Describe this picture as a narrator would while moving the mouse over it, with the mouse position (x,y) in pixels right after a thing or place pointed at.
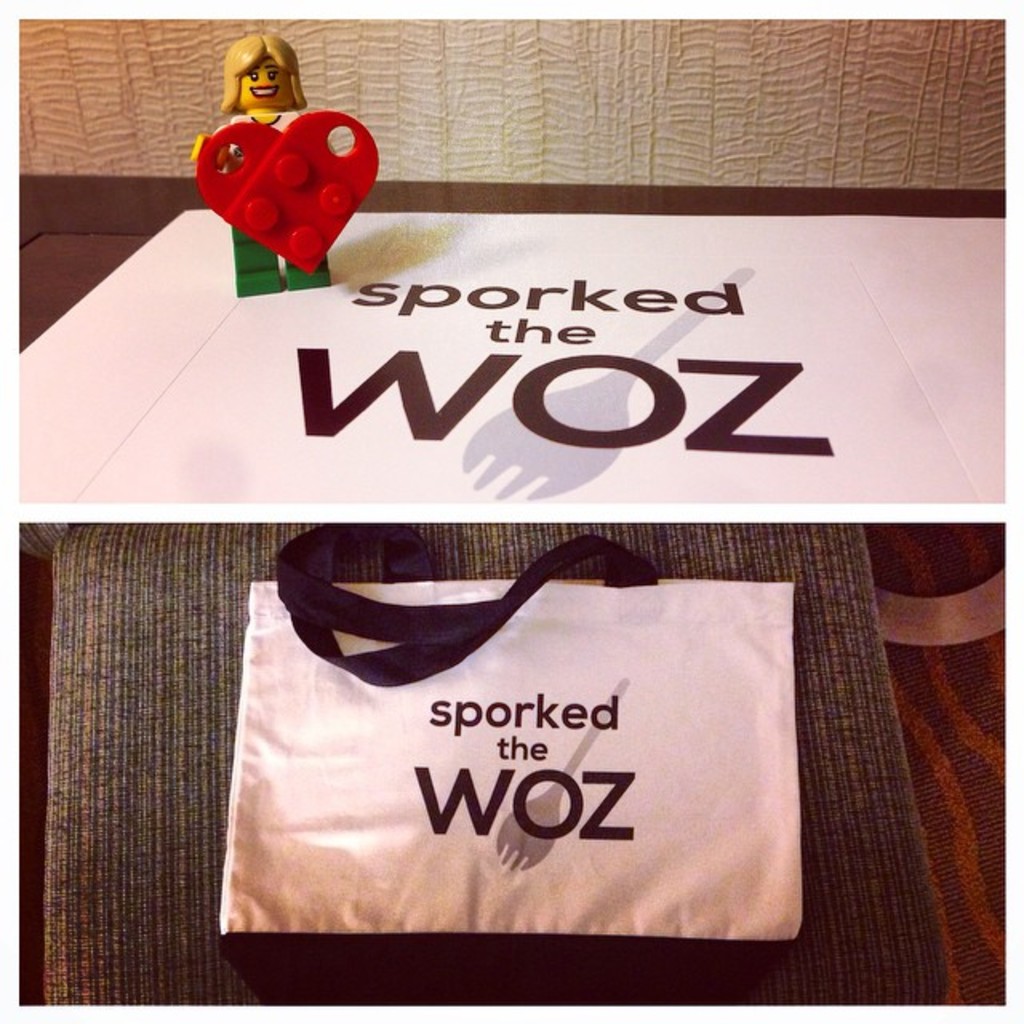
In the picture I can see a bag (547,759) and a toy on a white color surface (508,452). I can also see something written on white color objects (551,661). This is a collage image.
